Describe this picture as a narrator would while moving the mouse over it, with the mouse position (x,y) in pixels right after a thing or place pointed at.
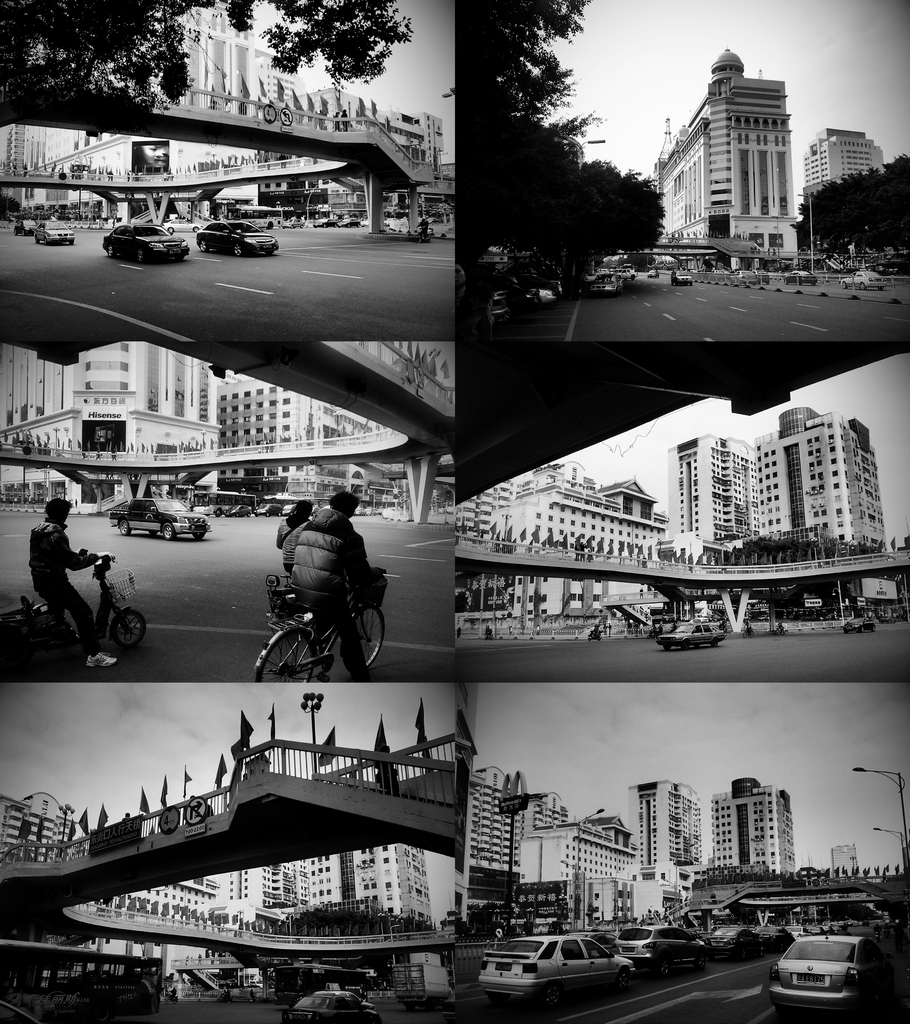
they are cars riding under the bridge (27,921) and people (328,611) riding bicycles (365,613) under the bridge (401,758) and there are few vehicles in front of the building (6,483).
